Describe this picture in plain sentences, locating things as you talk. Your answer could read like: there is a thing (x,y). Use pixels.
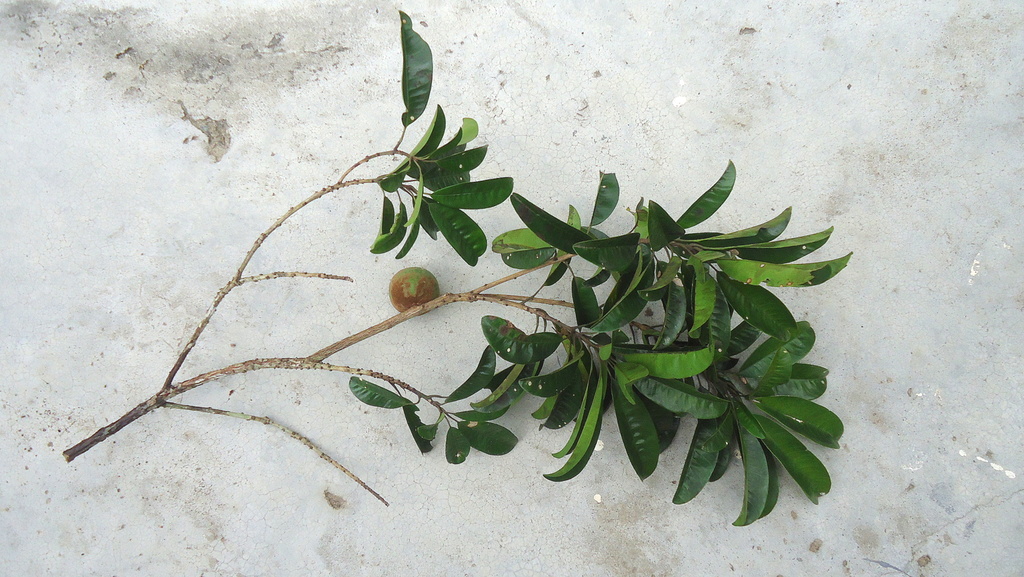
In this image there is a stem (419,310) having a fruit (409,298) and few leaves (509,189) to it. Stem (599,346) is kept on the floor (289,296).
